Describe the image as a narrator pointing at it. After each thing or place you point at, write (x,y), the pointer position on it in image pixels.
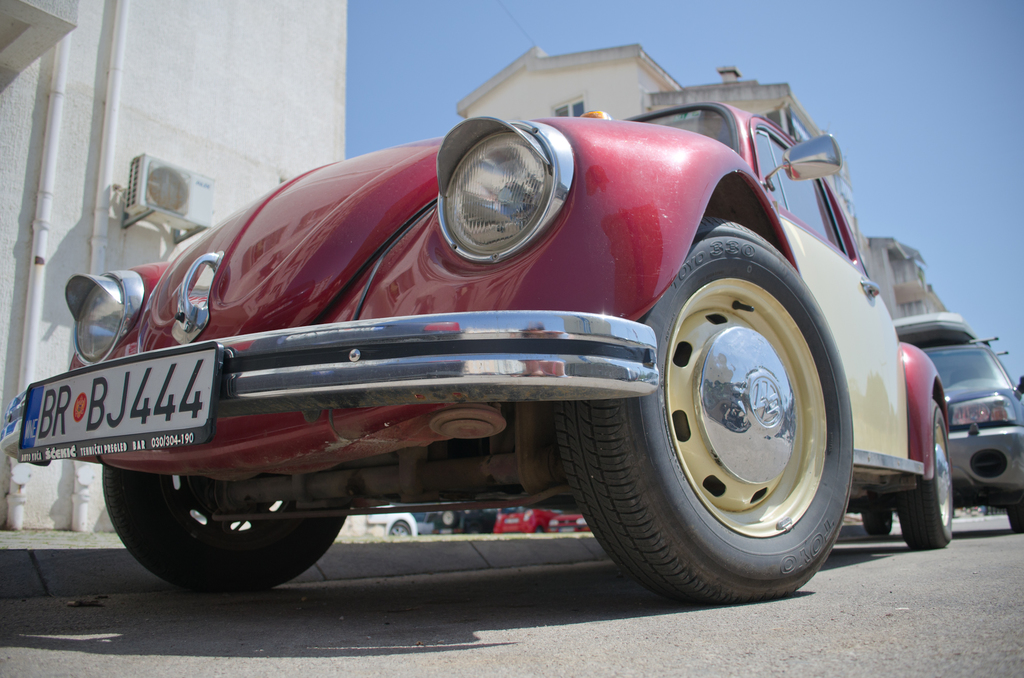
In this image we can see cars (639,561) parked on the road (636,618). In the background (267,185), we can see buildings (237,108) and the sky (808,98).
